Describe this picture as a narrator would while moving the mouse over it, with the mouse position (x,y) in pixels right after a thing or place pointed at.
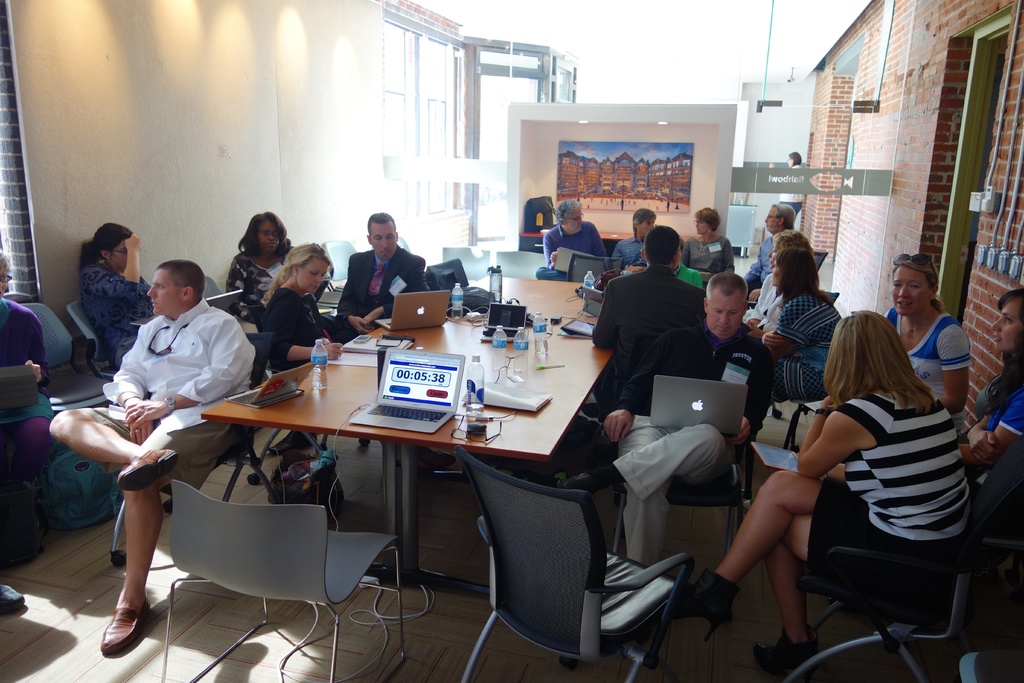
In this image there are group of people (720,378) sitting in chairs (576,278) with laptops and on table (343,401) there are bottles (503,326), papers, bags (481,297), laptops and in back ground (495,109) there is a frame (656,187), door (497,90), lights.
